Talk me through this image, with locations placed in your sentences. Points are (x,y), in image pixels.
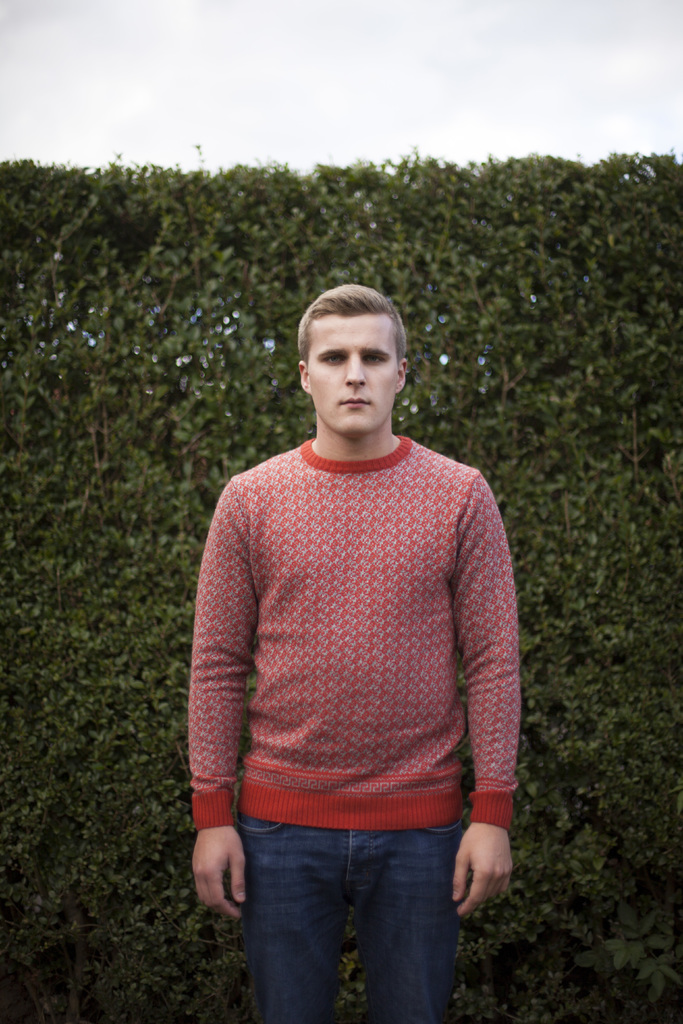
In the picture we can see a man (372,875) standing, he is wearing a red color T-shirt (469,607) with some designs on it and behind him we can see a plants (405,294) wall (298,237) and sky (593,79).
